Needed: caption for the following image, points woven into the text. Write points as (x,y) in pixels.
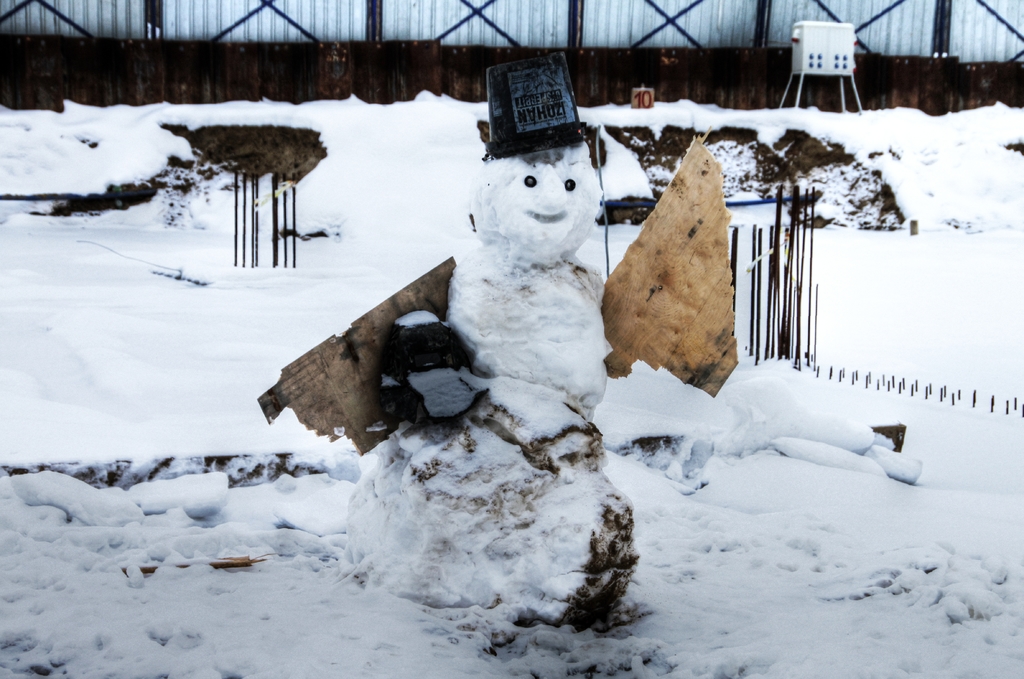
In the picture I can see full of snow (624,181) and there are some rods (756,321).
